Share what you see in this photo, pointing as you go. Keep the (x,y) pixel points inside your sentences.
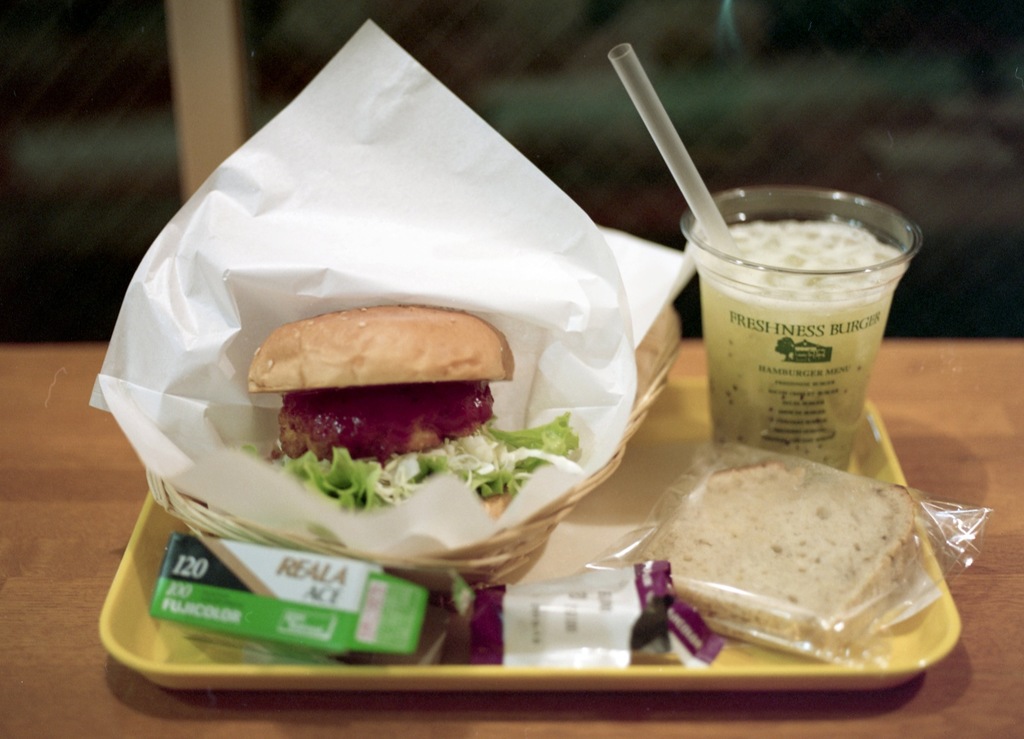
In the foreground of this picture (970,479) we can see a wooden table (69,511) and we can see a tray (722,669) containing the glass of drink (773,293) with a straw (672,141) and we can see the bread (715,500), wooden basket (656,371) with a burger (349,368) and a wrapper (530,504) and some objects (398,593) and the tray (906,621) is placed on the top of the wooden table (78,461). In the background (453,72) we can see some objects (975,147) and we can see the text (780,395) and the depictions of some objects (806,353) on the glass (831,373) and we can see the text (187,589) and numbers (200,579) on the box (347,617).
